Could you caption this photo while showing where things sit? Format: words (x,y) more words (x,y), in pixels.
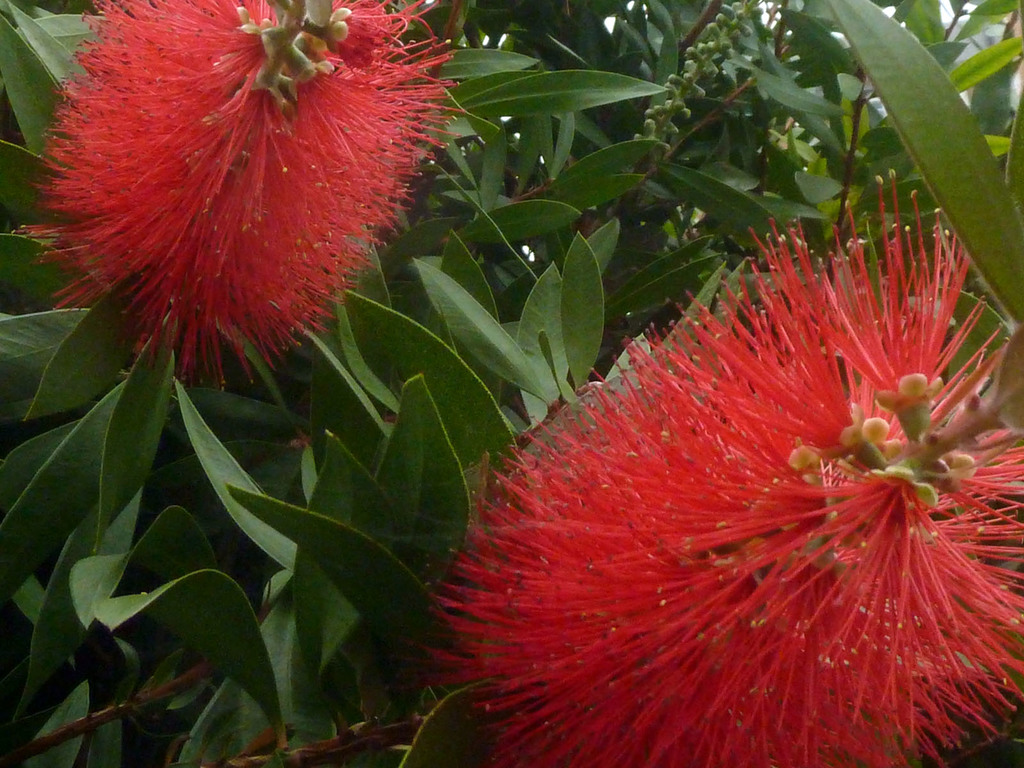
In this image we can see flowers (592,426) and plants (474,313).
